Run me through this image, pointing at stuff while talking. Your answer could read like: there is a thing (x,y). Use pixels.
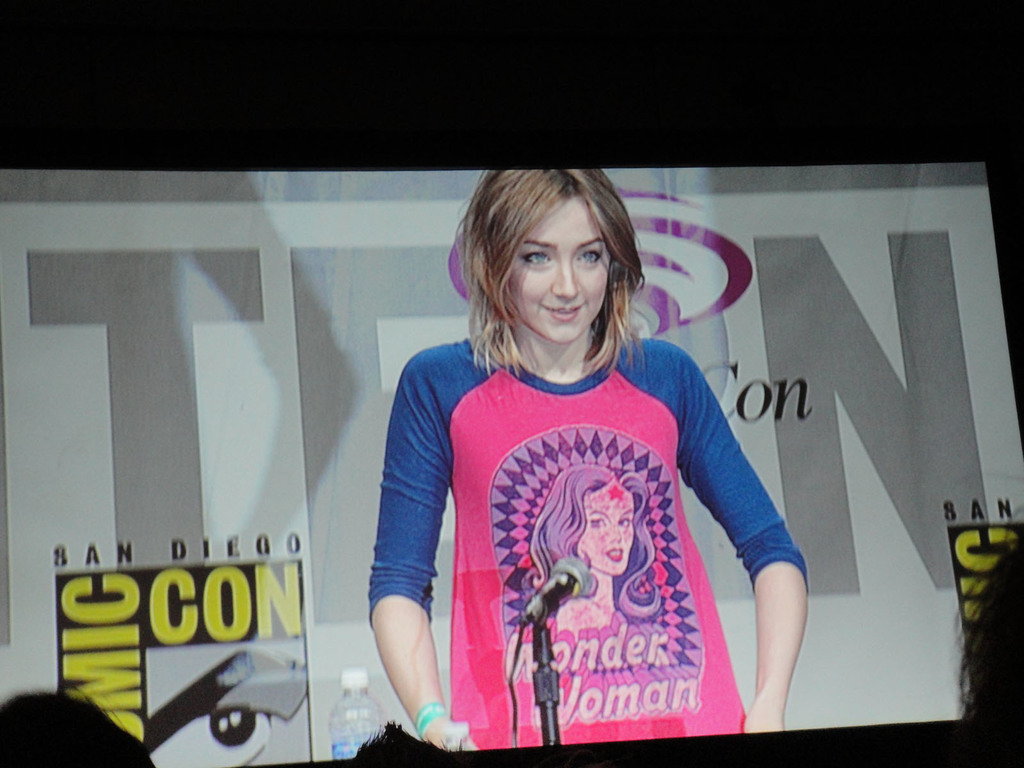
In this picture there is a view of the projector screen (615,503) in which a girl (552,444) is standing at the speech desk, wearing blue and pink color t-shirt (565,528).
